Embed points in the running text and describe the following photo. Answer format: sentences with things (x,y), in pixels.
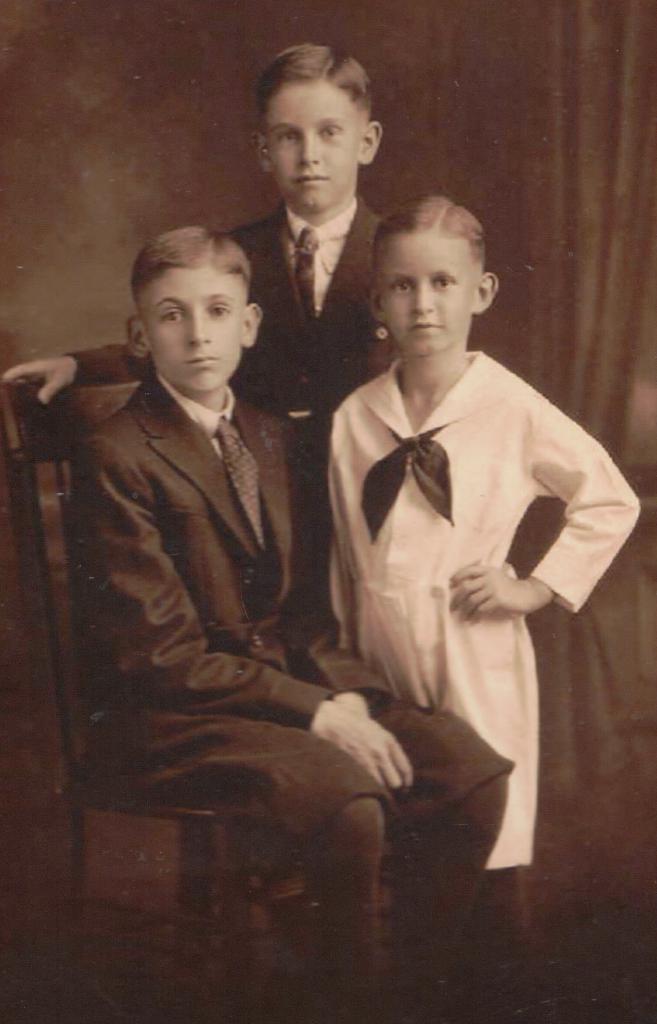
In this image, we can see three people (423,587). Here a boy (261,669) is sitting on a chair (89,789). Background (124,160) we can see a wall (161,157) and curtain (585,246).
